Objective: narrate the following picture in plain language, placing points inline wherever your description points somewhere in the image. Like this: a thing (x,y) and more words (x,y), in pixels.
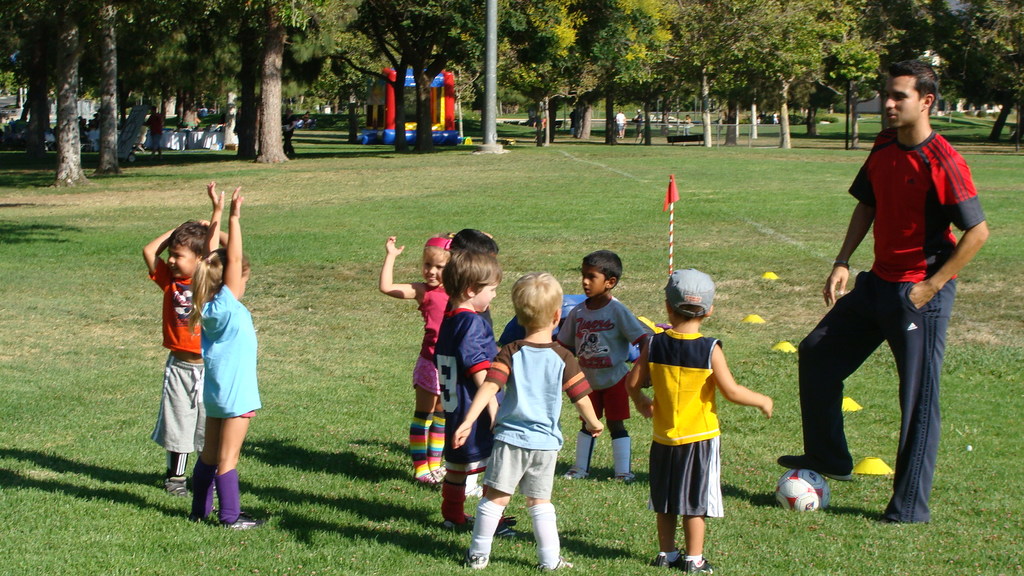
Land (325,197) is covered with grass (325,197). Here we can see a person (907,331), ball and children (535,326). Background there are trees (290,101), inflatable (384,102), people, bench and flag (670,203).
